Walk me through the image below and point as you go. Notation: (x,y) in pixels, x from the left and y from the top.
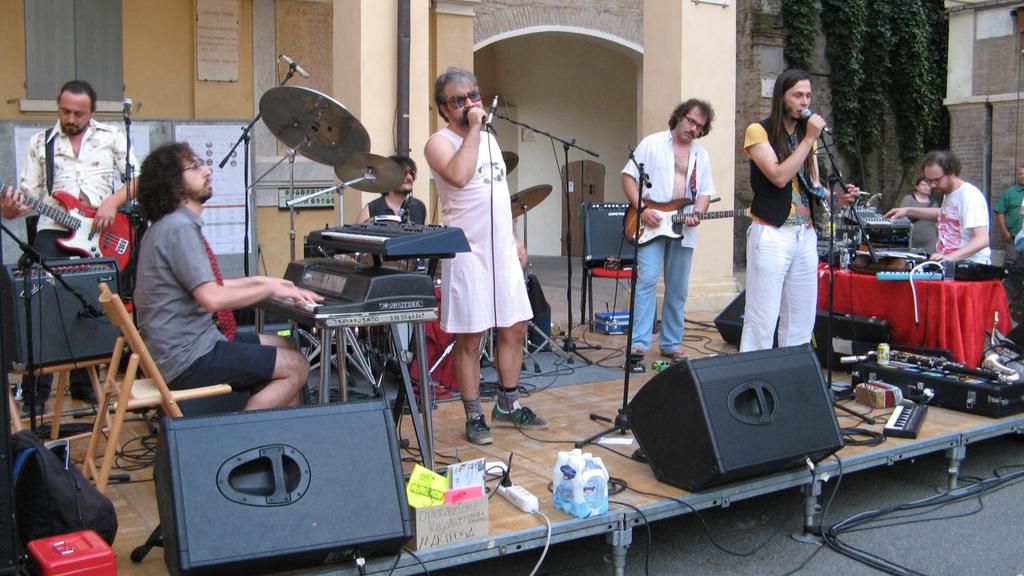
In this image I can see number of people (173,348) where few of them holding musical instruments (95,253) in their hands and also few of them holding mics (804,115). In the background (830,105) I can see a building (949,62) and few plants (889,56).
